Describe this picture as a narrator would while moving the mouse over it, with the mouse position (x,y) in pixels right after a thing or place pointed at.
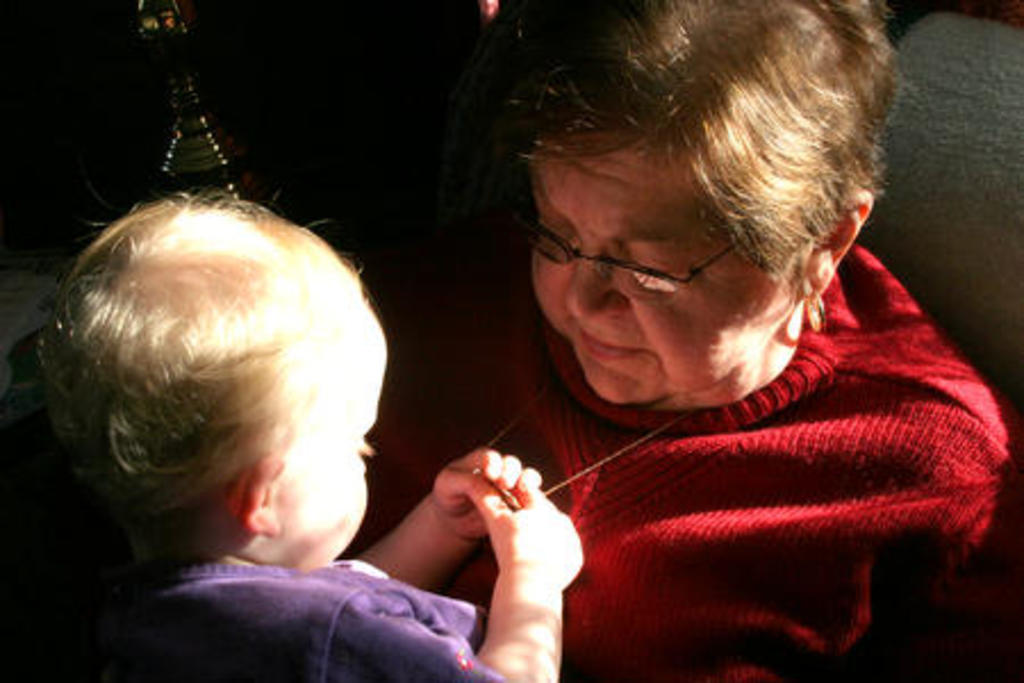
In this picture we can see a woman (596,544) wore a spectacle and smiling, child (270,529) holding a locket (493,444) with hands (547,507) and in the background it is dark.
